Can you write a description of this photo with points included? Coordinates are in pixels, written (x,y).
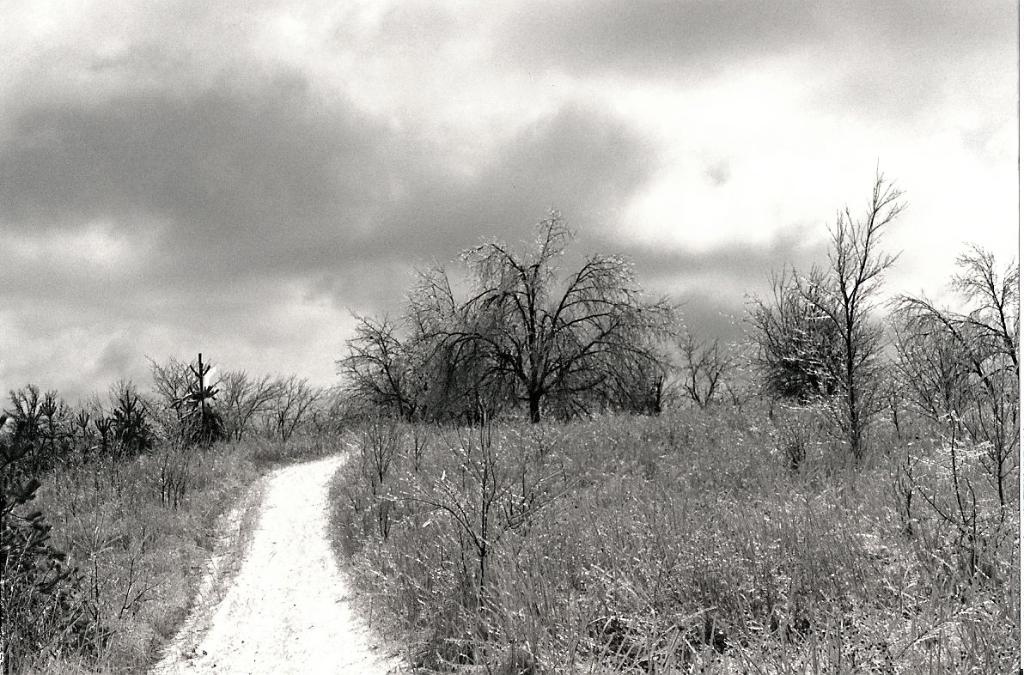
In this black and white image there is a path (284,536). On the right (690,393) and left side of the image (202,495) there are trees (208,433) and grass (151,512). In the background (200,168) there is a sky (219,165).
